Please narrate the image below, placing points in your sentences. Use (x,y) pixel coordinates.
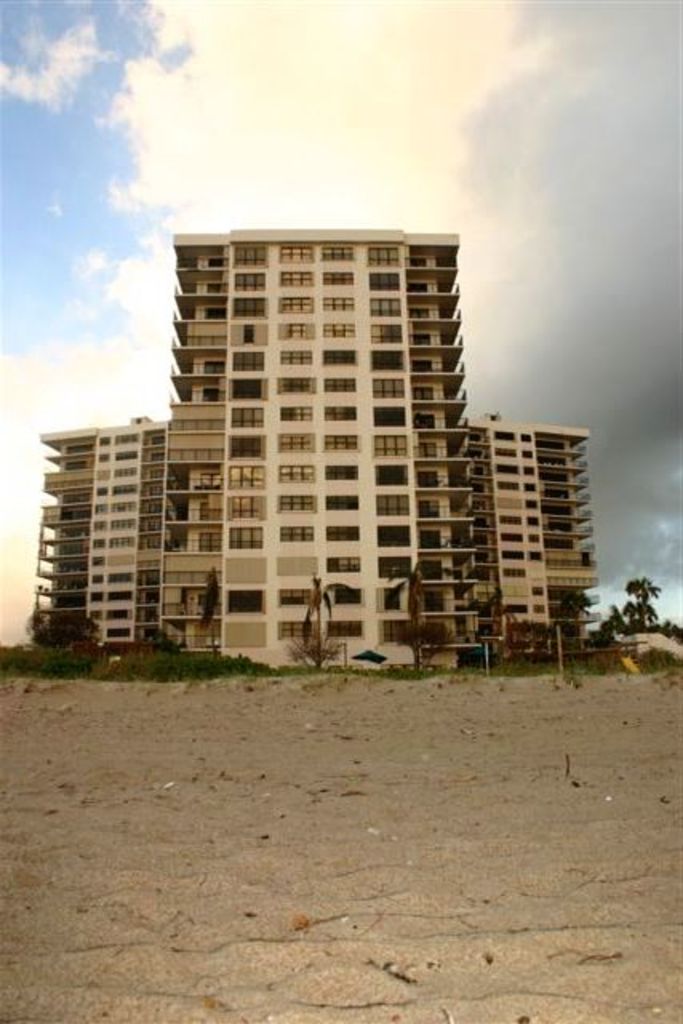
In this image in the background (241,481) there is a building (185,450) and in front of the building (382,611) there are plants (310,630) and the sky (627,184) is cloudy.
